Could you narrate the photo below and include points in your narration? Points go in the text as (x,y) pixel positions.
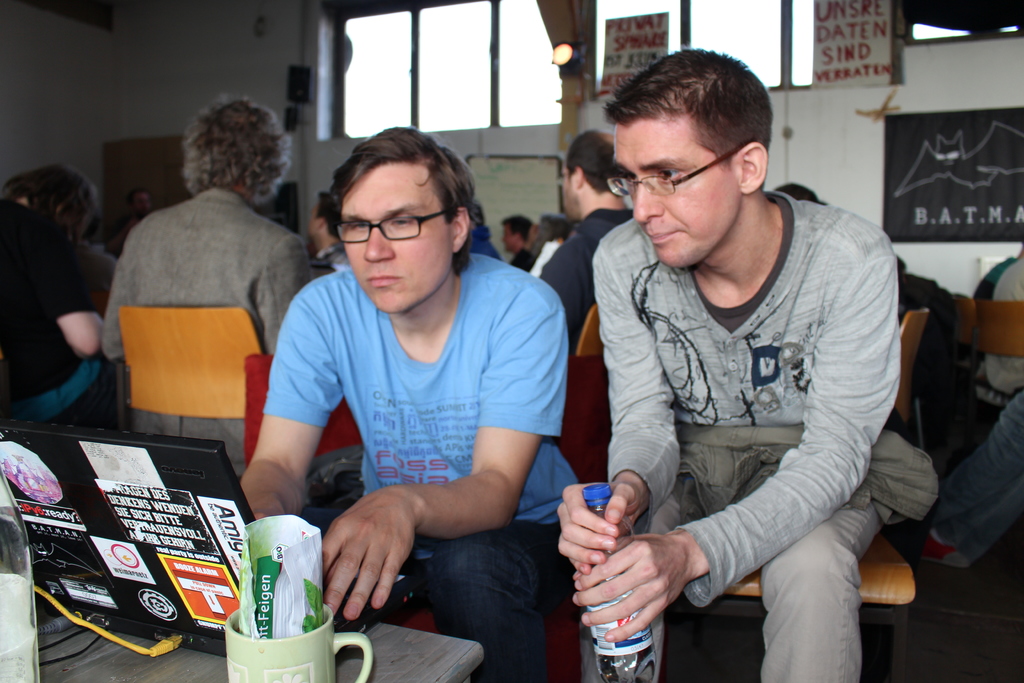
In this picture we can see a group of people (325,197) sitting on chairs (206,312) and a man (680,397) is holding a bottle (600,499). In front of the people (474,514) there is a table (174,673) and on the table (160,673) there is a laptop (142,549), cup (266,681), bottle (19,675) and cables (93,623). Behind the people (266,255) there is a wall (782,107) with banners (891,119), light (563,49) and windows (600,60).
